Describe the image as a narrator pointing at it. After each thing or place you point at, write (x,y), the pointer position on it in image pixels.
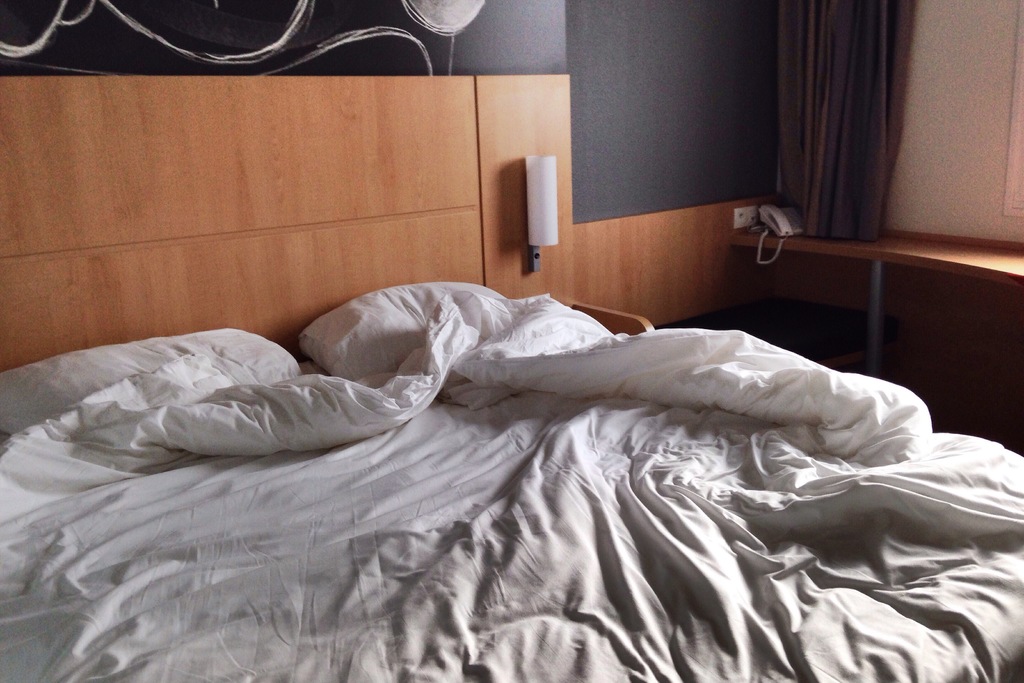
This picture is clicked inside a room (417,368). In the middle (403,306) there is a bed (824,558), bed sheet (443,454), pillows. On the right (872,249) there is a table (830,254), telephone (770,225), curtain (828,222) and wall (944,134).
